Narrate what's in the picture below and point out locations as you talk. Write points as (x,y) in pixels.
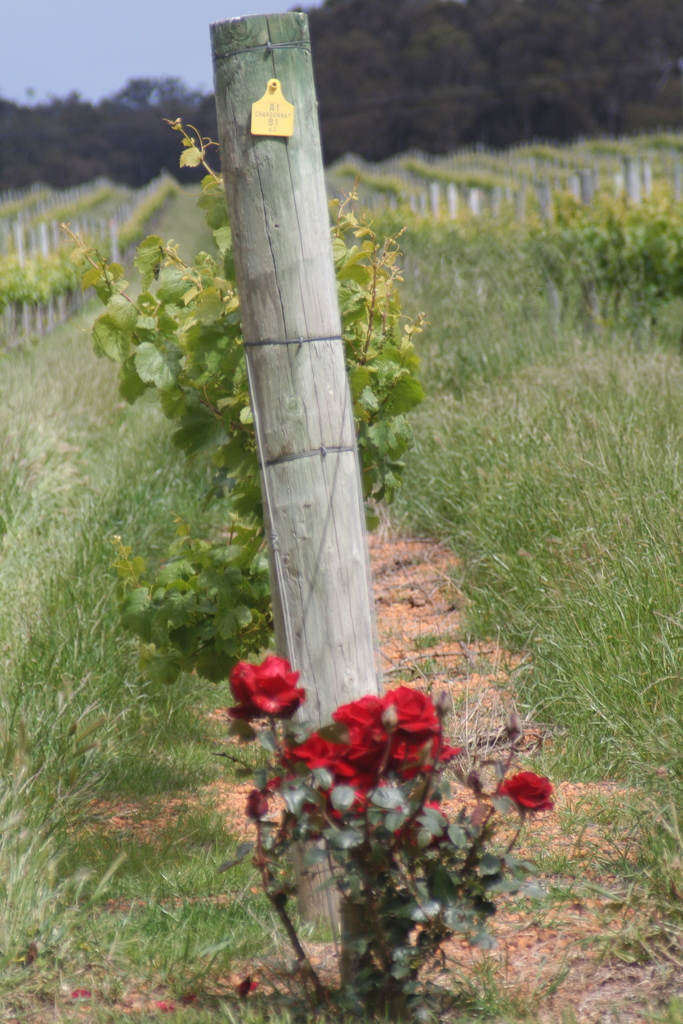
In this image we can see a flower plant (375,782). There are plants (358,382) and grass (462,535). There is a sticker (283,116) on the wooden object (282,274). In the background (326,107) we can see trees (441,62) and sky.
